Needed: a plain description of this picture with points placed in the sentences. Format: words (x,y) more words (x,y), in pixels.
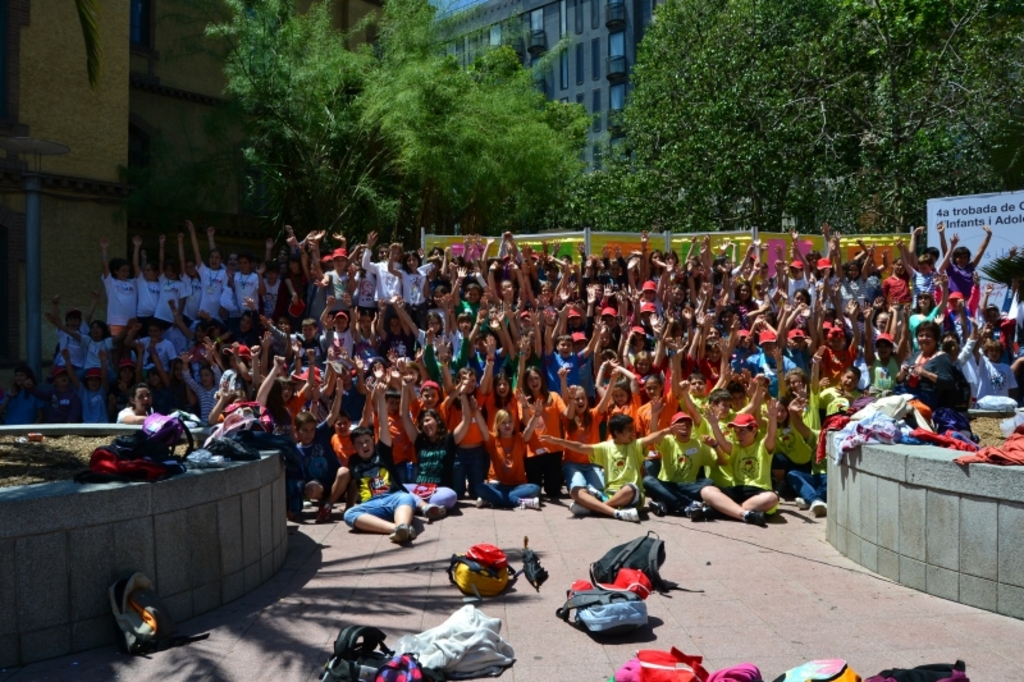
In this image there are few kids (603,462) sitting on the floor (456,545) having few bags (583,619). Behind there are few kids (492,321) standing on the floor (834,632) and raising their hands (654,408). On wall (15,544) there are few bags (142,467) and clothes (871,412). Behind the kids (973,304) there are few banners (983,292) and trees (408,106). Behind it there is a building (582,96). Kids (386,437) are wearing different colors of shirts (424,450).
